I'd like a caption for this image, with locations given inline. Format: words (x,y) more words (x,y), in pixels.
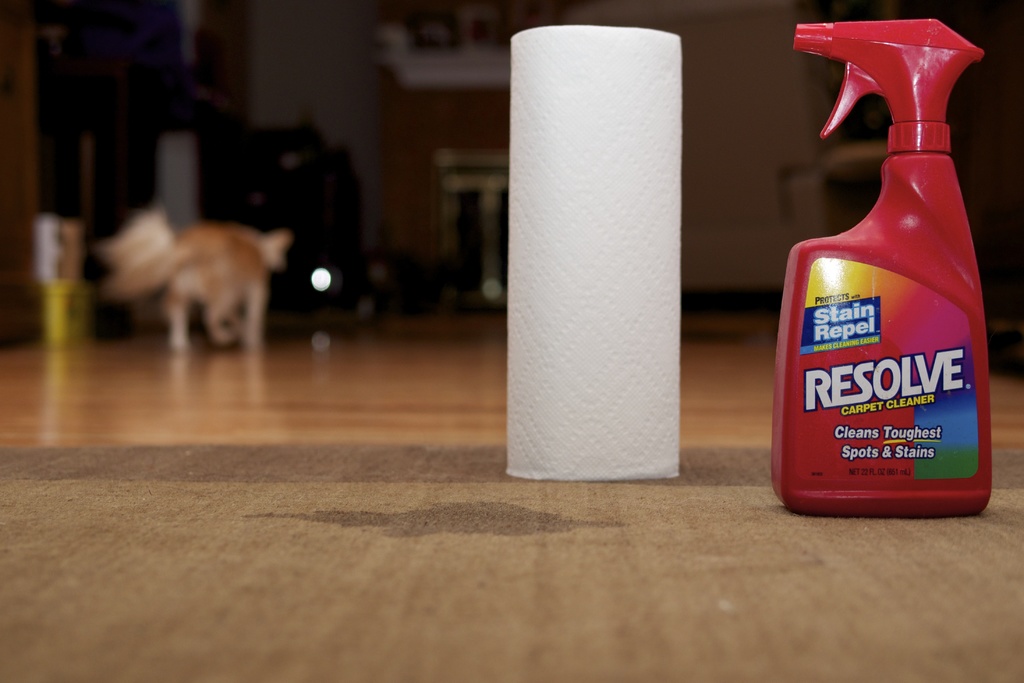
On the right side (924,421), we see a plastic bottle (880,340) in red color. On the bottle (880,320), it is written as "RESOLVE". Beside that, we see the tissue roll (568,309). At the bottom (283,557), we see the carpet (345,574) and the wooden floor (256,372). On the left side (252,273), we see a cat (215,314). Beside that, we see a yellow color box (62,315) and a cupboard (30,322). In the background (303,146), it is blurred. This picture is clicked inside the room (736,160).
